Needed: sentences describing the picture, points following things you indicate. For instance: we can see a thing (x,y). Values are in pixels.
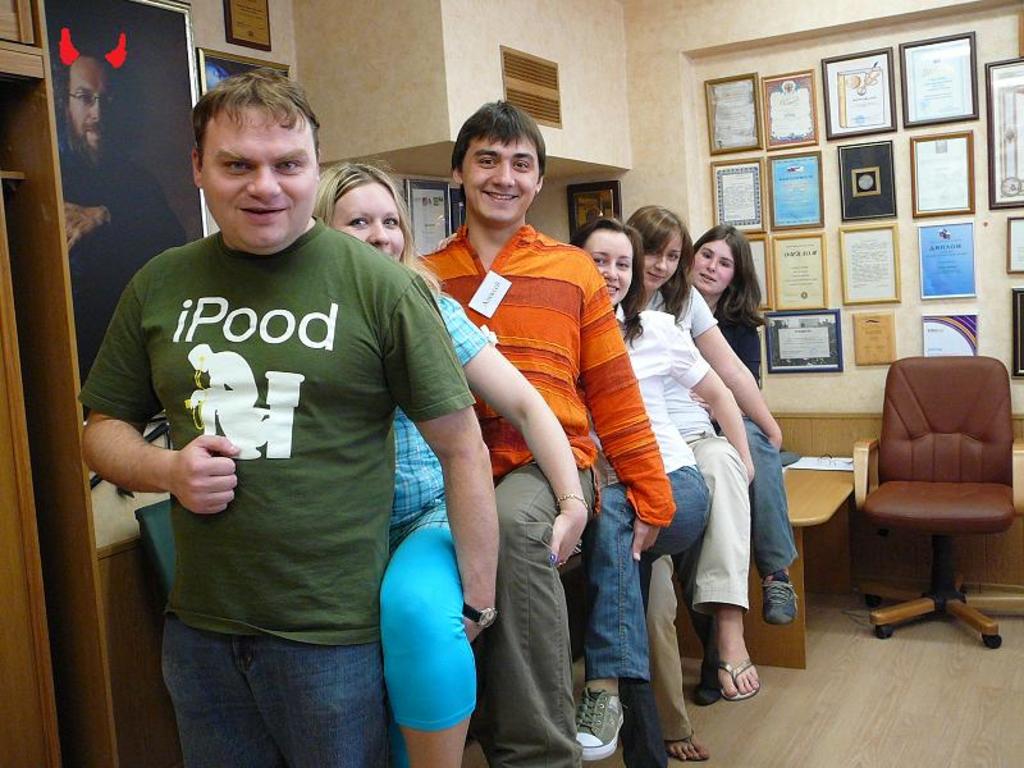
In this image I can see the group of people (482,368) standing. At the back of them there is a chair (926,443) and some boards (800,197) attached to the wall (626,90).
